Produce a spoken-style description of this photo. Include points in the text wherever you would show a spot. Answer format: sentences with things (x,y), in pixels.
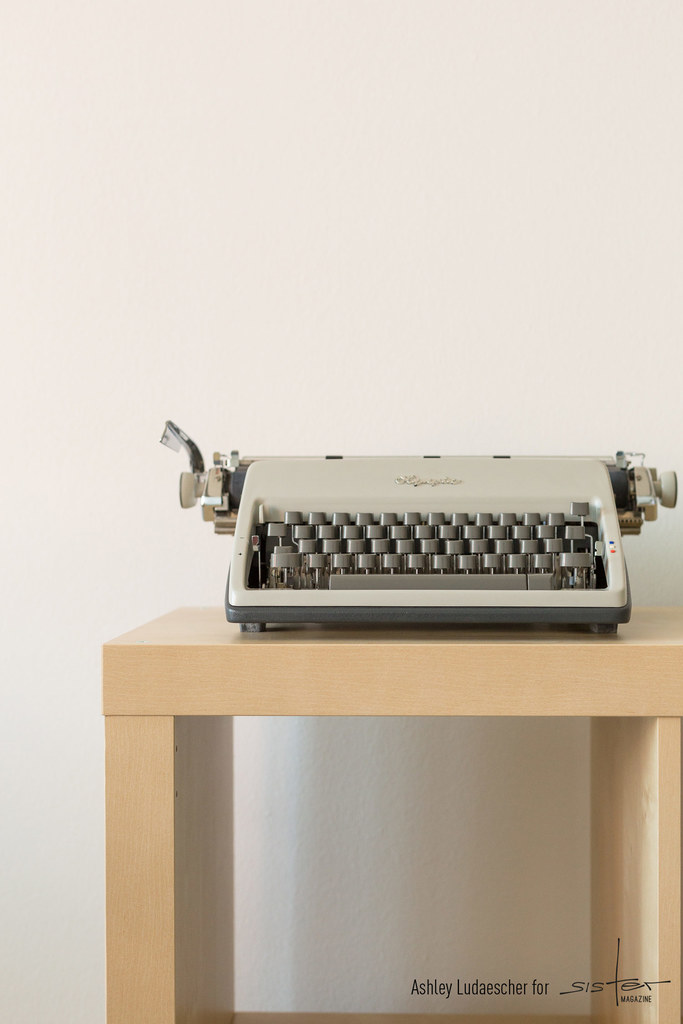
There is a typing machine (313,501) arranged on the wooden table (287,667). In the bottom right (632,997), there is a watermark (634,986). In the background (459,83), there is white wall (58,322).
